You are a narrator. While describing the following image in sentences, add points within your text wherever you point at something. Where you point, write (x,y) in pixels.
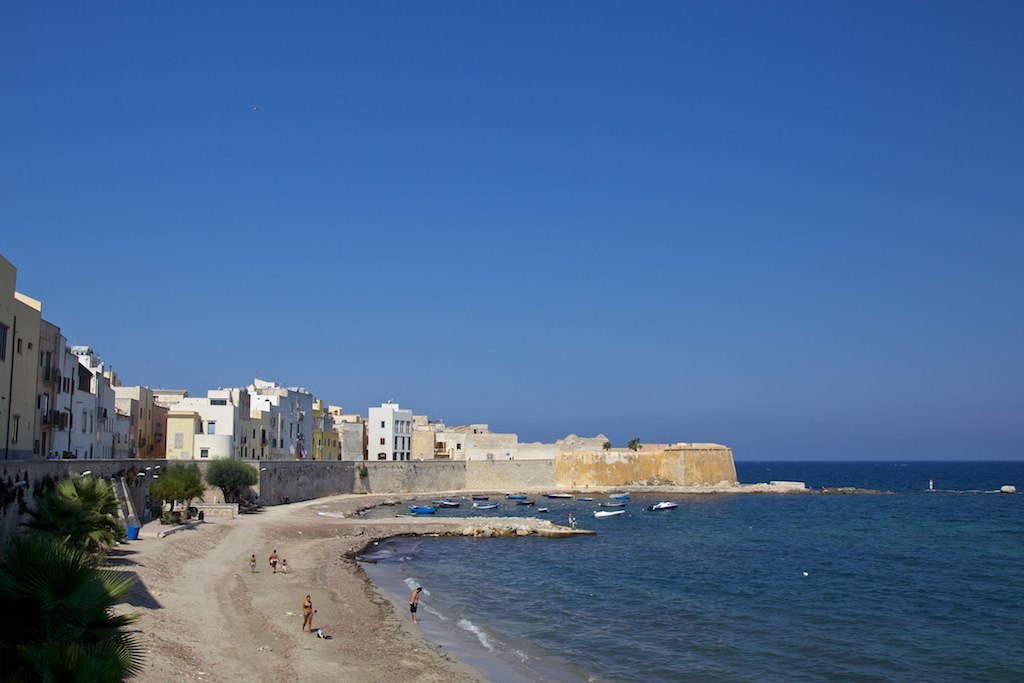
This image is taken outdoors. At the top of the image (371,200) there is a sky (327,221). At the bottom of the image (213,627) there is a ground (164,599) and there are a few plants (112,533). On the right side of the image (868,541) there is a sea (627,562) with a few boats (665,506). On the left side of the image (106,421) there are many buildings (20,359) and houses (77,432). In the middle of the image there are a few people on the ground (320,571).
